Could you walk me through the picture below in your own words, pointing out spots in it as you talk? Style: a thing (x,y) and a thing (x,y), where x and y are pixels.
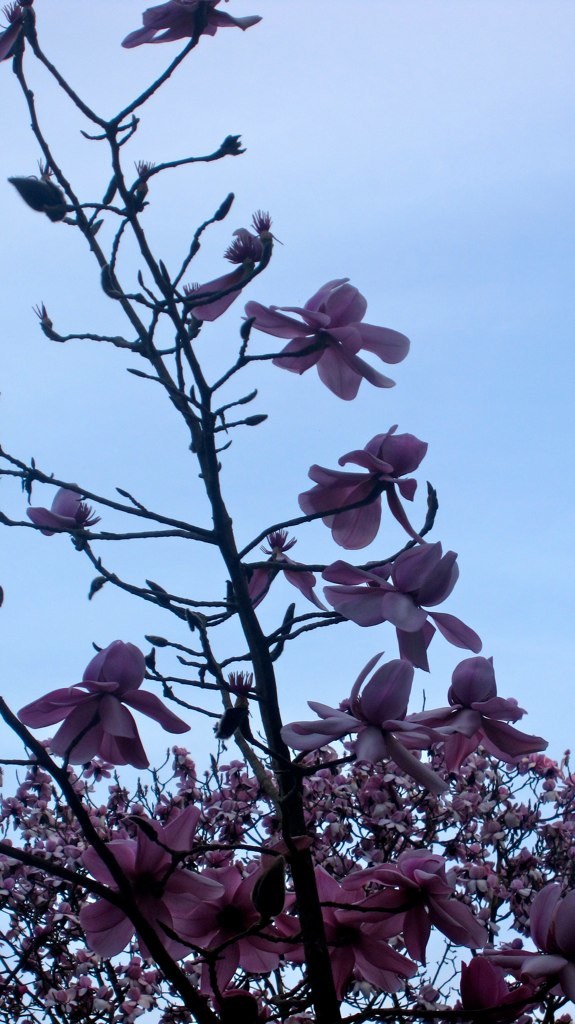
In this image, I can see a tree (401,830) with branches (251,652), stems (206,385) and flowers (255,809). In the background (199,361), there is the sky (469,254).
